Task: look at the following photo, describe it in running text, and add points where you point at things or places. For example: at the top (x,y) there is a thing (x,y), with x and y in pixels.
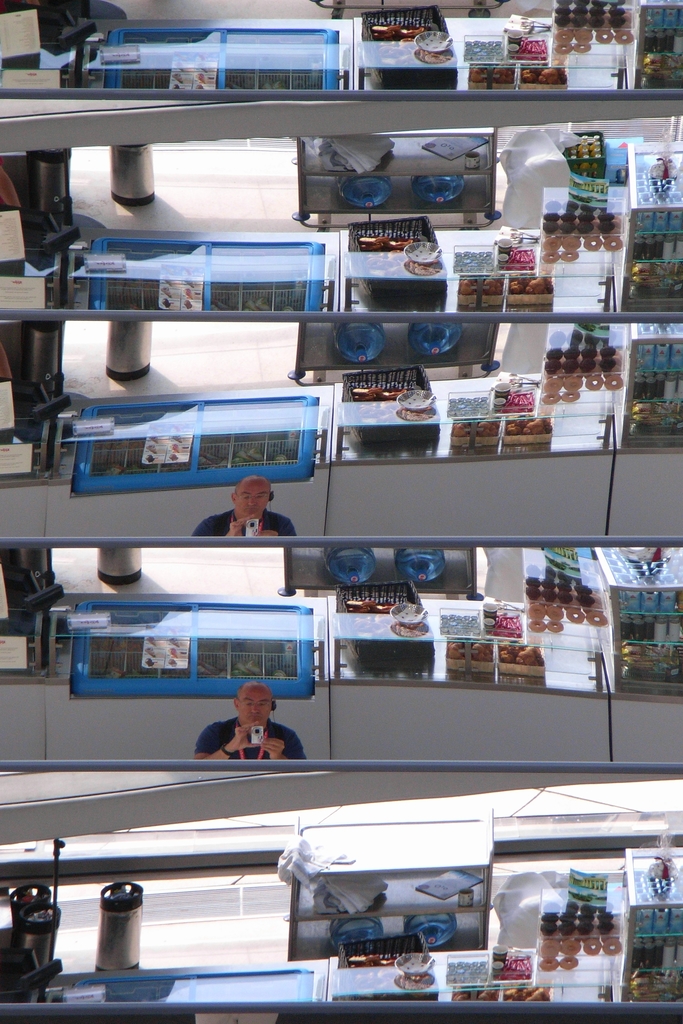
This is a collage image. I can see the water cans (355,572) in a rack (401,333), food items (531,282) in the display counters (518,718), road (254,928), dustbins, a person (239,732) holding a camera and few other objects (15,973).
